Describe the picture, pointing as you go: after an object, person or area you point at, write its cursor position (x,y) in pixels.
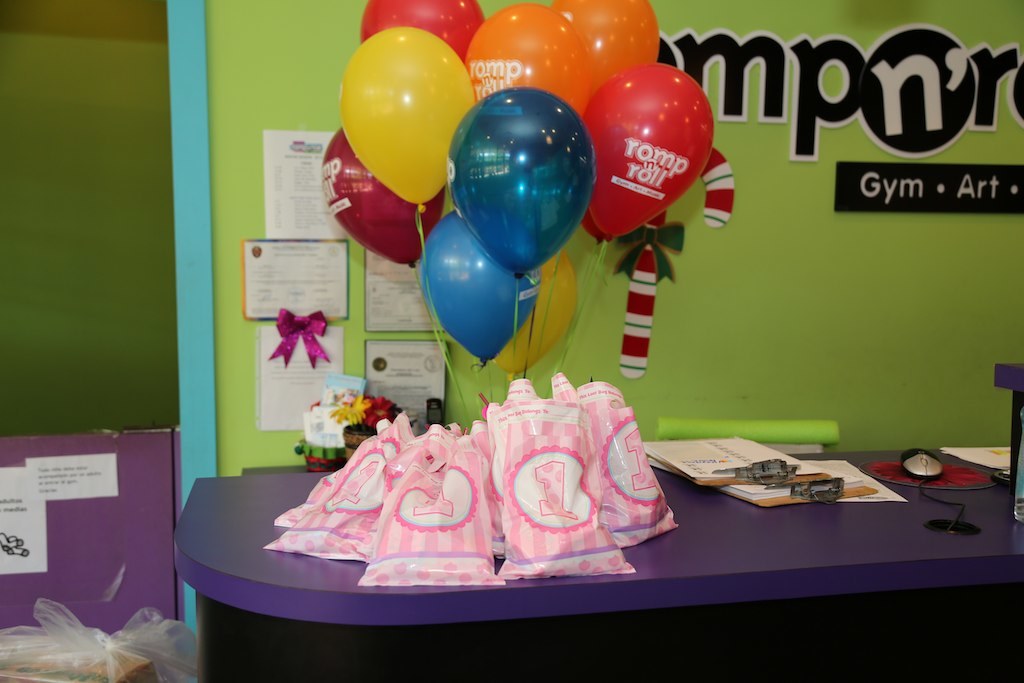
We can see covers (641,470), papers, mouse (925,471), cable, balloons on the table (711,573). On the background (305,221) we can see posters (411,310), banner (828,108).
